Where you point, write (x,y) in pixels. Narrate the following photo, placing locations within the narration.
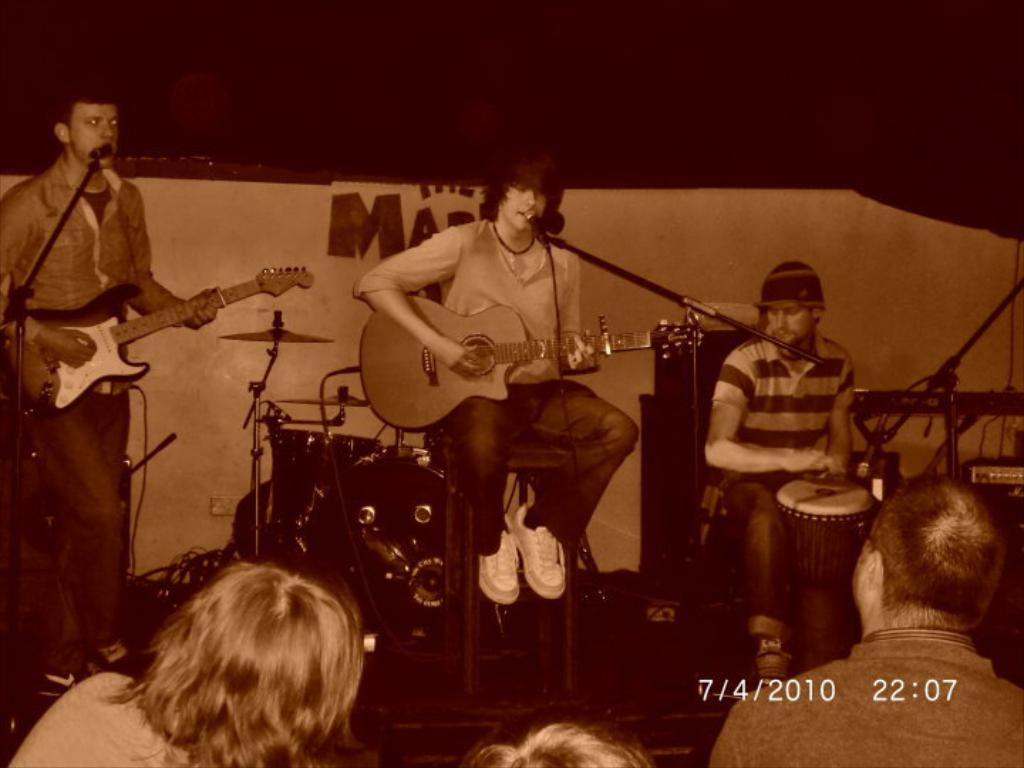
In this picture we can see three men (776,378) where two are sitting and one is standing and they are playing musical instrument (442,325) such as guitar (107,331), drums (297,464) and in front of them some more people (223,665) watching them.
